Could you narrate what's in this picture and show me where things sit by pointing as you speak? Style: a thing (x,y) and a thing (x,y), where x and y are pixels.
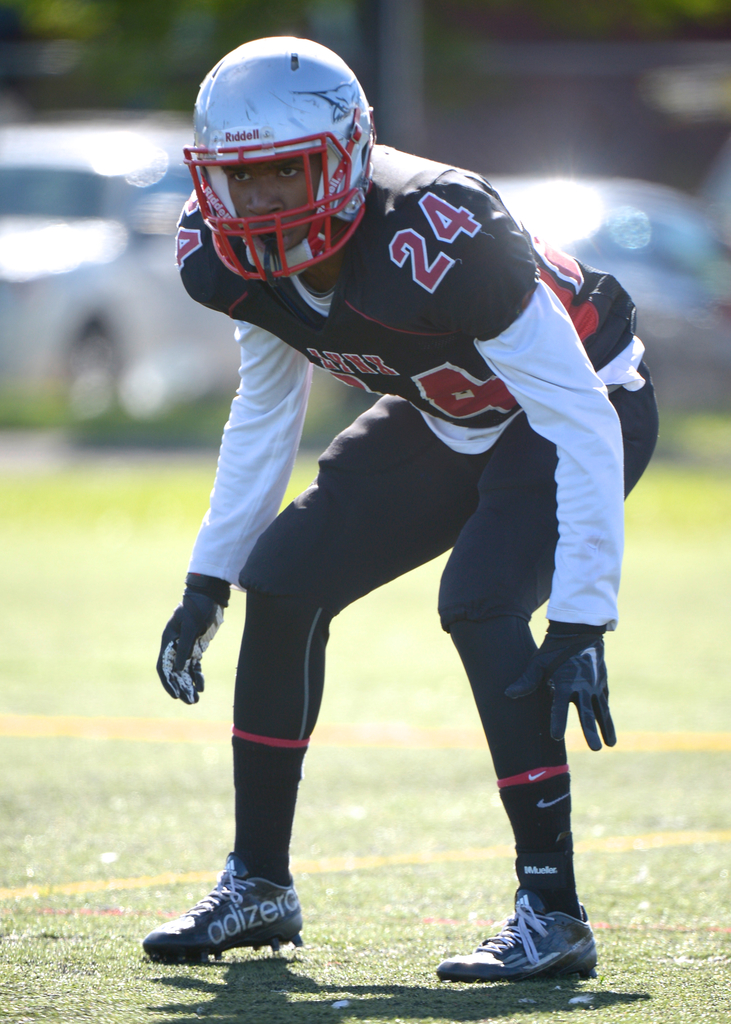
In the picture, there is a sports man (379,506) standing on the ground (421,809). He is wearing a helmet (327,142) and he is standing in a squatting position, the background of the man (321,579) is blur.
